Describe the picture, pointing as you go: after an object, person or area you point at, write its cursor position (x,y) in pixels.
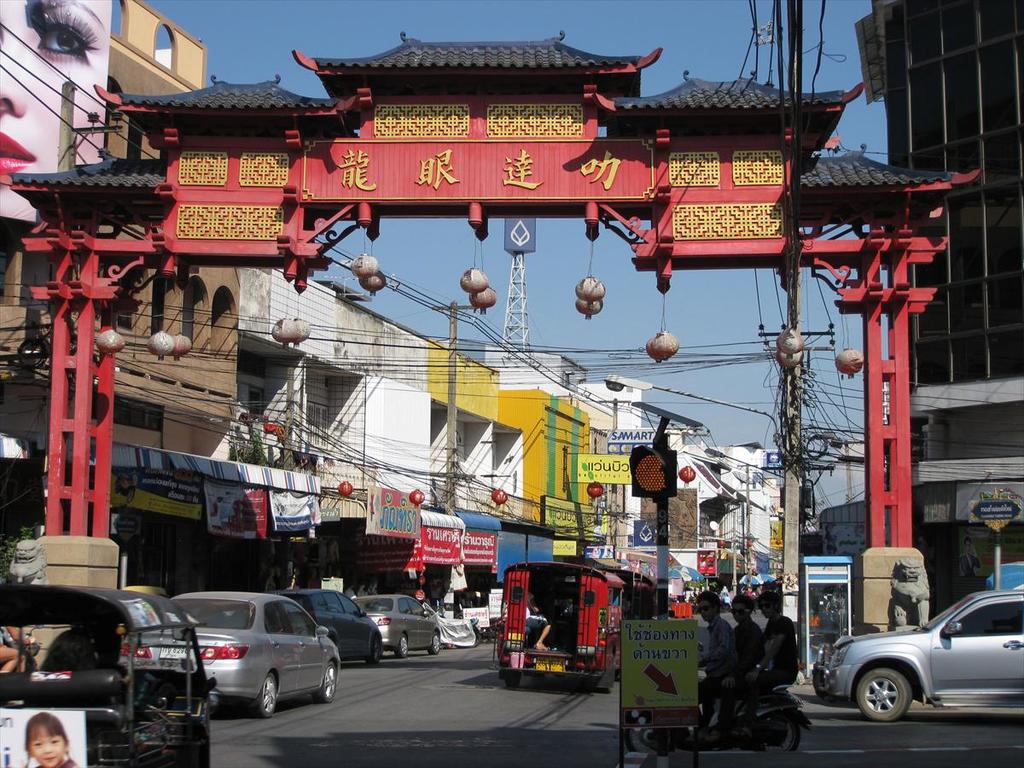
In this picture we can see three persons (749,646) riding a bike (786,700). Besides them we can see a car (892,665). On the bottom left corner (79,595) we can see auto rickshaw (128,714). Here we can see bus (550,562), cars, and other vehicles (628,616) on the road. In the center (629,405) we can see concrete pole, electric wires (461,483), buildings (582,426), banners (455,554), posters (438,548), boards (562,512) and light (656,480). On the top (490,16) there is a sky (472,12).
